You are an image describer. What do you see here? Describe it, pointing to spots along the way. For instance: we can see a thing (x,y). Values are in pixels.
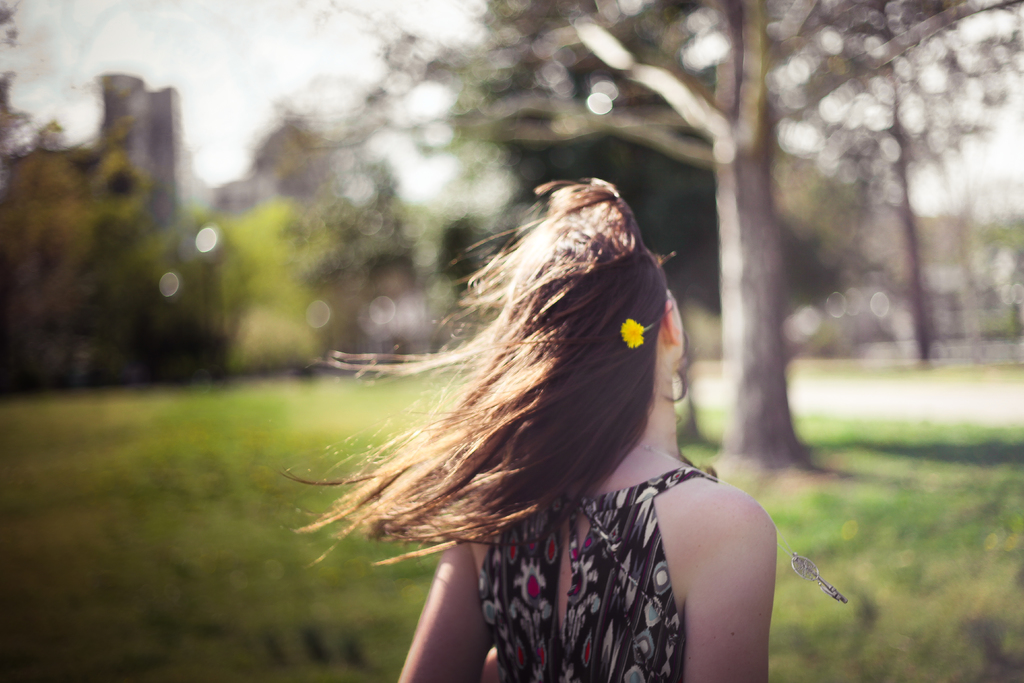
In this image we can see a lady (578,504). In the background (30,47) there are trees (466,221), buildings (172,155) and sky (266,93). At the bottom (322,626) there is grass (865,629).
